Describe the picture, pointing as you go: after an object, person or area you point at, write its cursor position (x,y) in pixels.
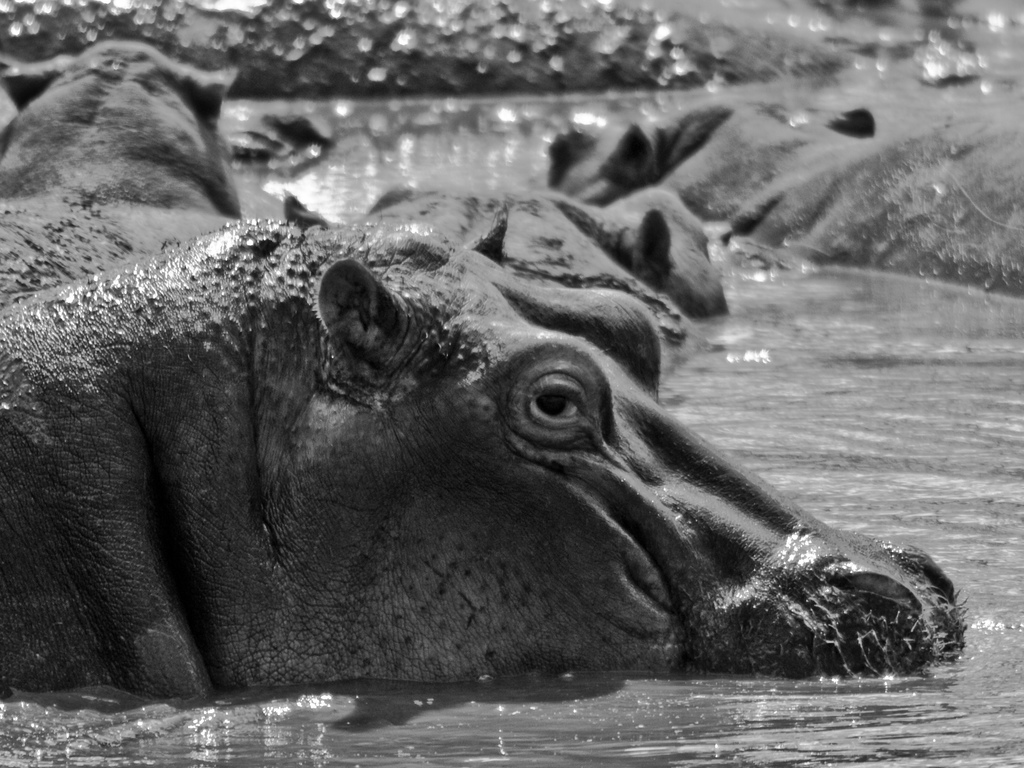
In this black and white image there are a few animals (486,391) in the water (808,471).
